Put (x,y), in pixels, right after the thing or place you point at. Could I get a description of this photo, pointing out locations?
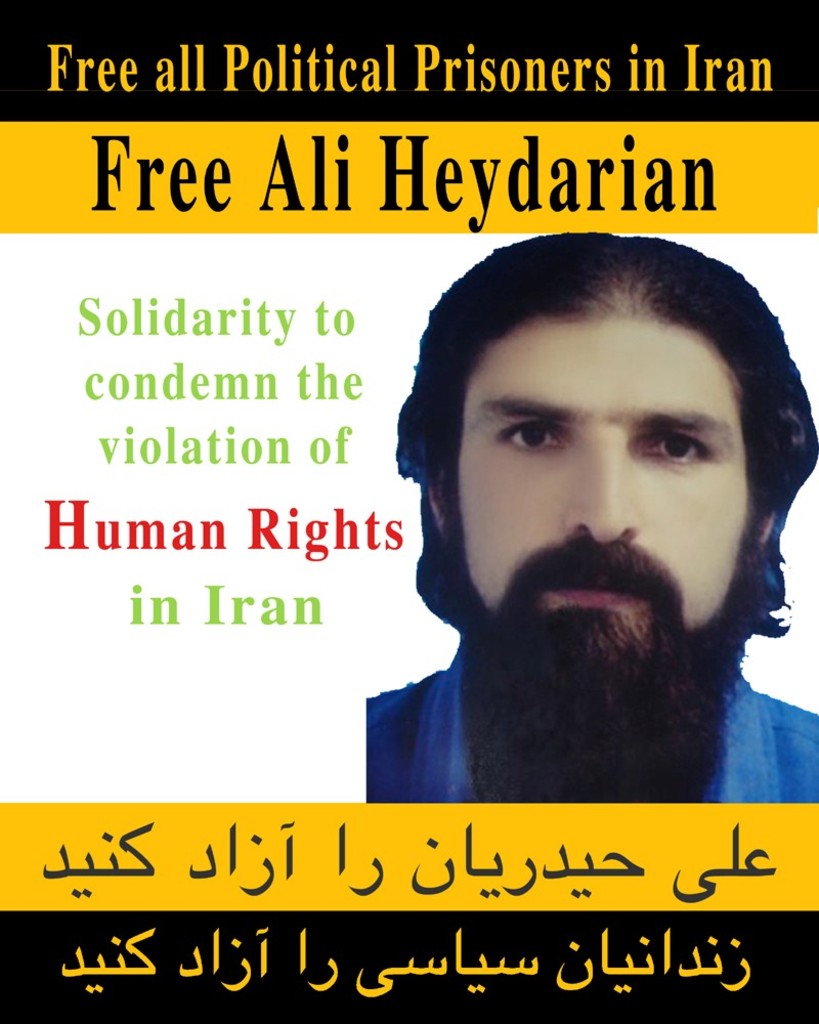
There is a poster (515,417). There is an image (595,357) of a man (634,625) at the right (627,534). A matter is written.
